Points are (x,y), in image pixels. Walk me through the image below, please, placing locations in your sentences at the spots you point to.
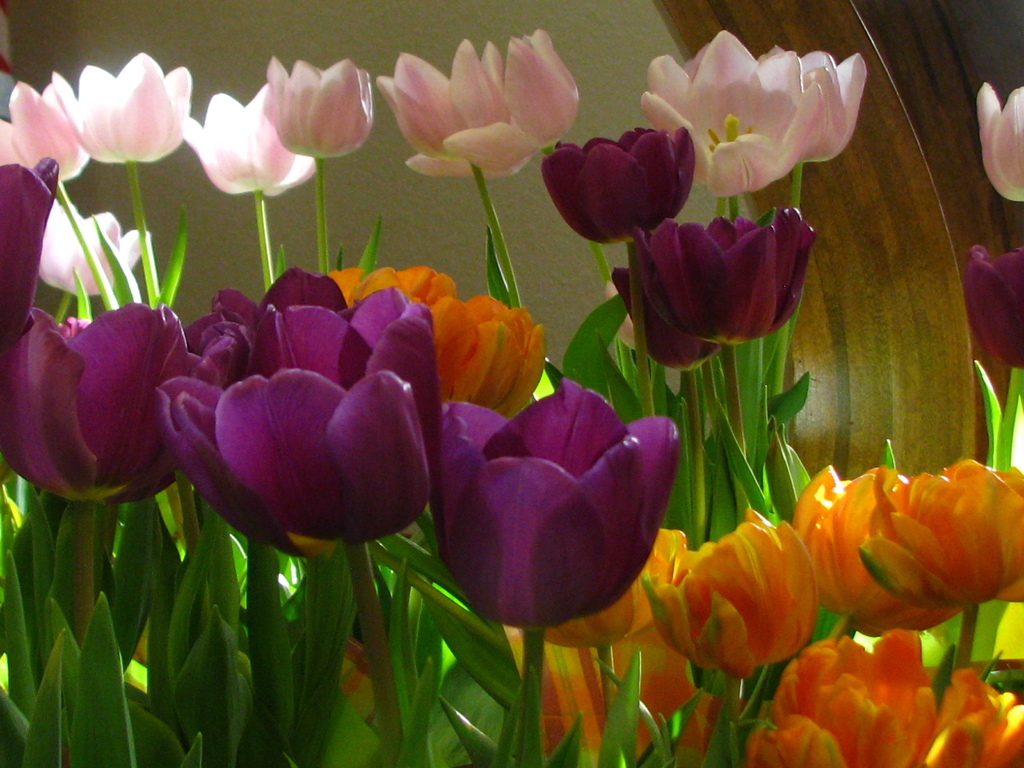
In this image we can see different colors of tulips (347,493). In the background (383,188) there is a wall (580,60) and we can see leaves (79,652).
